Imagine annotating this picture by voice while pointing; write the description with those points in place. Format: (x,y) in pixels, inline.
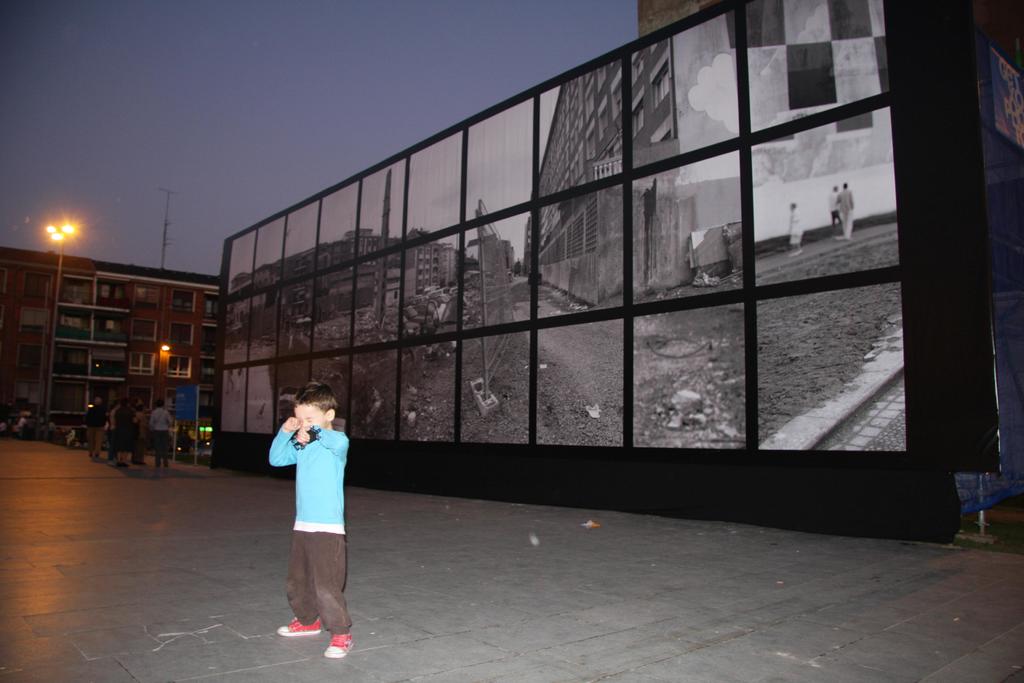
There is a boy (317,568). In the back (433,384) there is a wall (459,249) with many photos (825,300). In the background (120,298) there is a building (88,334) with windows (132,365). Some people (122,424) are there. There is a board (182,406) with pole (173,441). There is a street light pole (57,241). And there is sky (288,109) in the background (309,82).
